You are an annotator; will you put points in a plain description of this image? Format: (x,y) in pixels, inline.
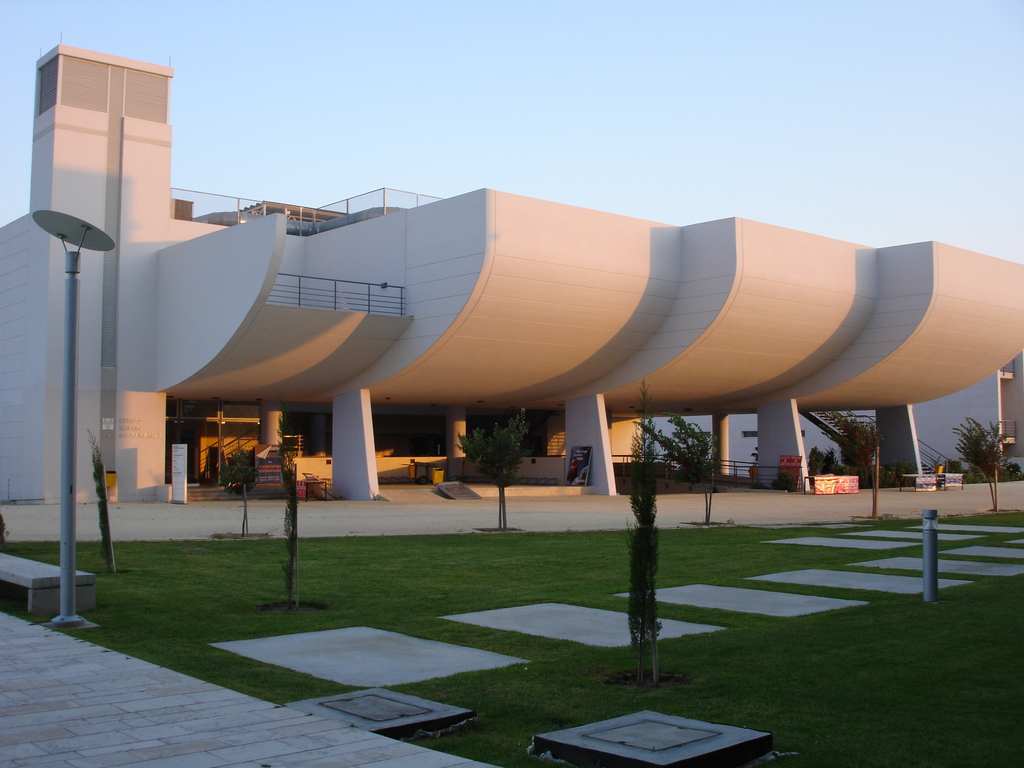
In this image we can see a building (97,269) in the background (442,452) and there are some plants (471,466) and grass (979,689) on the ground (83,536). We can see a pole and a bench (19,573) on the left side of the image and there are some other objects (654,767) and at the top (749,91) we can see the sky (285,112).
